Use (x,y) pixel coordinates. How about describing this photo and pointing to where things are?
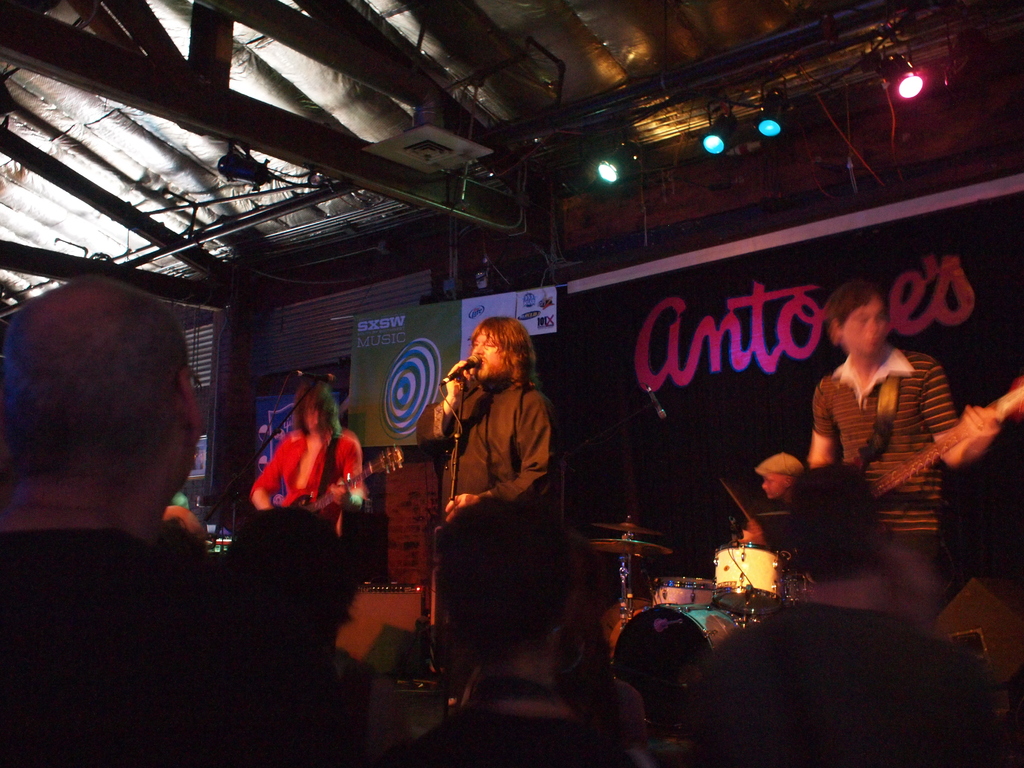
In this image I can see number of people (129,354) are standing where two of them (910,379) are holding guitars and one (457,386) is holding a mic (471,360). In the background (788,513) I can see a person (756,538) is sitting next to a drum set (705,577).
